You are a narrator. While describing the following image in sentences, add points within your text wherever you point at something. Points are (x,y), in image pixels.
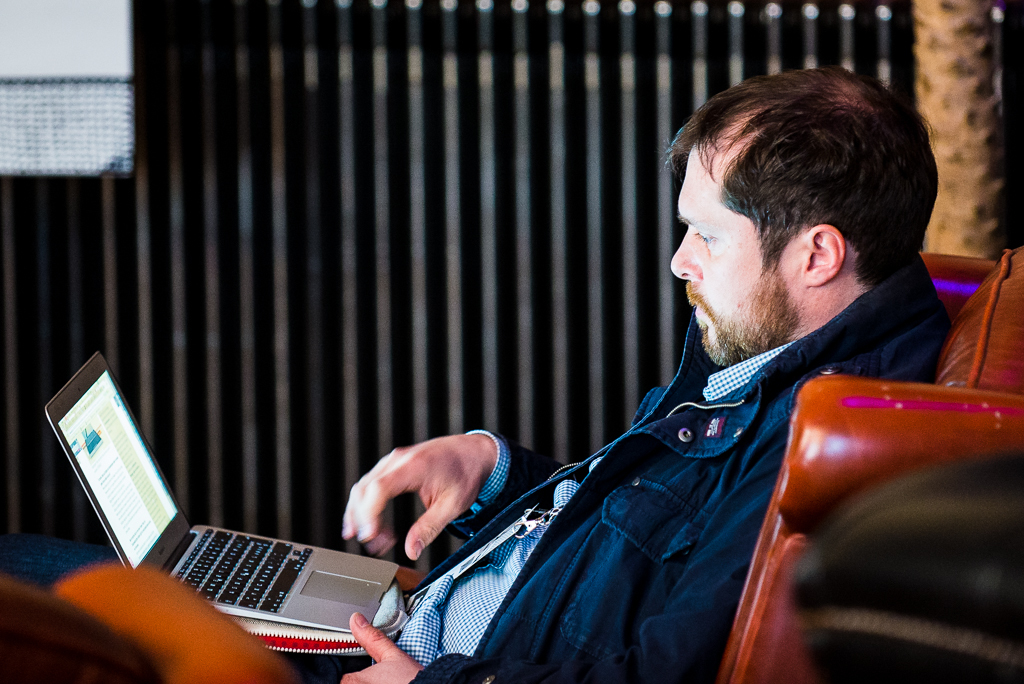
In this image we can see a person (726,359) sitting on the chair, he is working on the laptop (157,463), also we can see the wall (495,172), and the background (435,281) is blurred.
